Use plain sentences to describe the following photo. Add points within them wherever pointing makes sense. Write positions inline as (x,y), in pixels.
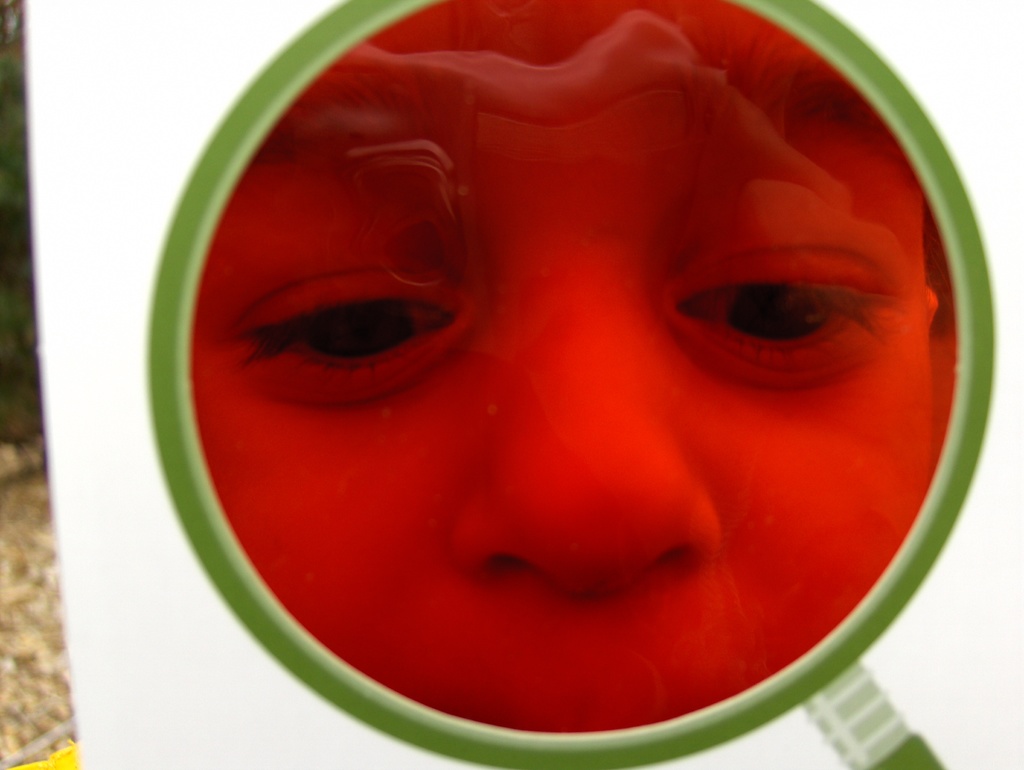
In this picture we can see a magnifying glass (834,502) in the front (723,296), from the glass (763,402) we can see a person's face (587,476), there is a blurry background (25,410).
